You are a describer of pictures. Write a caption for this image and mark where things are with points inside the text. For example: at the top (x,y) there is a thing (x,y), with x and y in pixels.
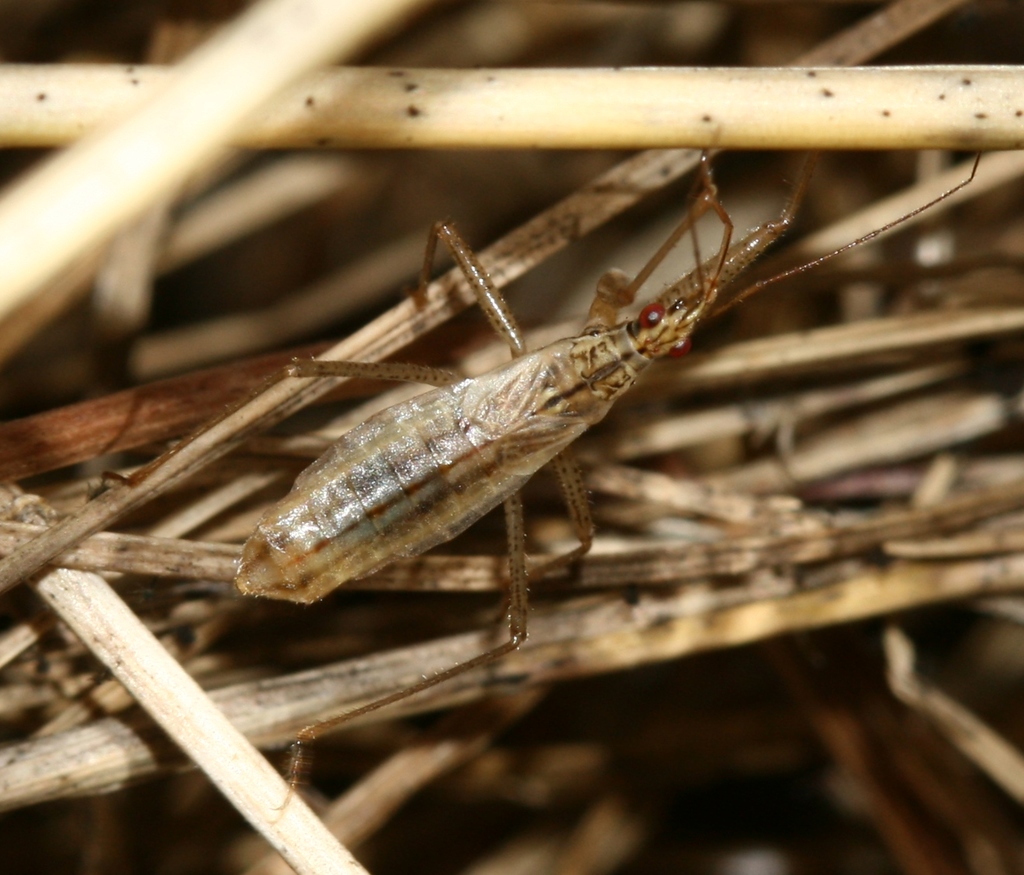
In this image there is an insect (453,461) on dry sticks (60,668).
